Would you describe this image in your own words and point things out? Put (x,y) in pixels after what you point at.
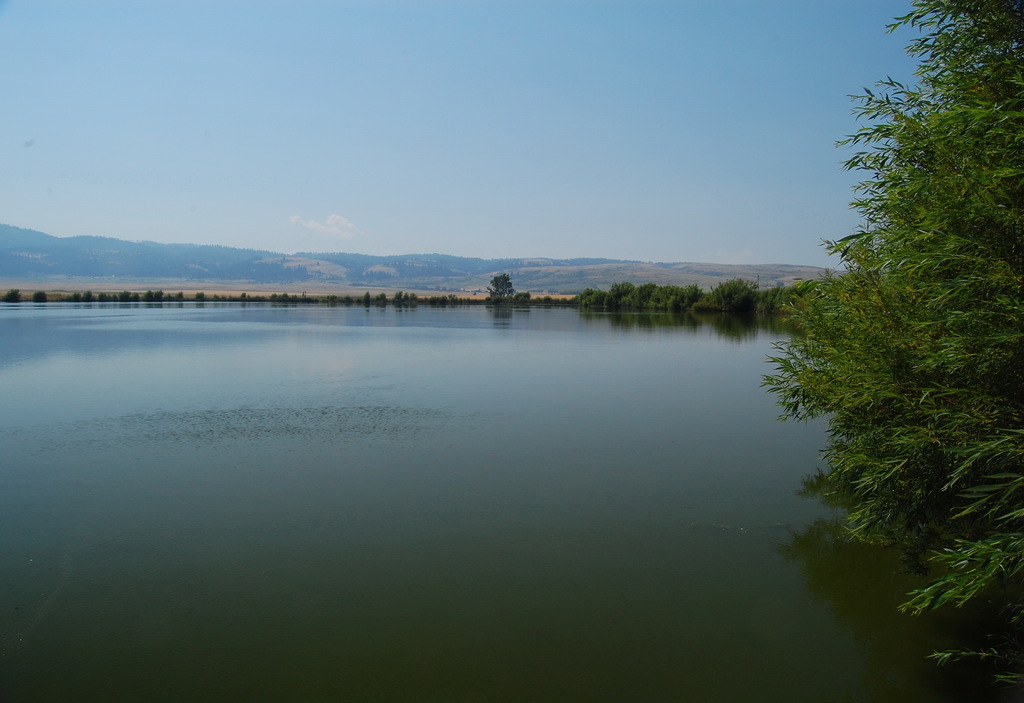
In this picture we can observe a river (353,502). There are some trees (642,307). In the background (138,242) we can observe hills (666,263) and a sky (304,186).
